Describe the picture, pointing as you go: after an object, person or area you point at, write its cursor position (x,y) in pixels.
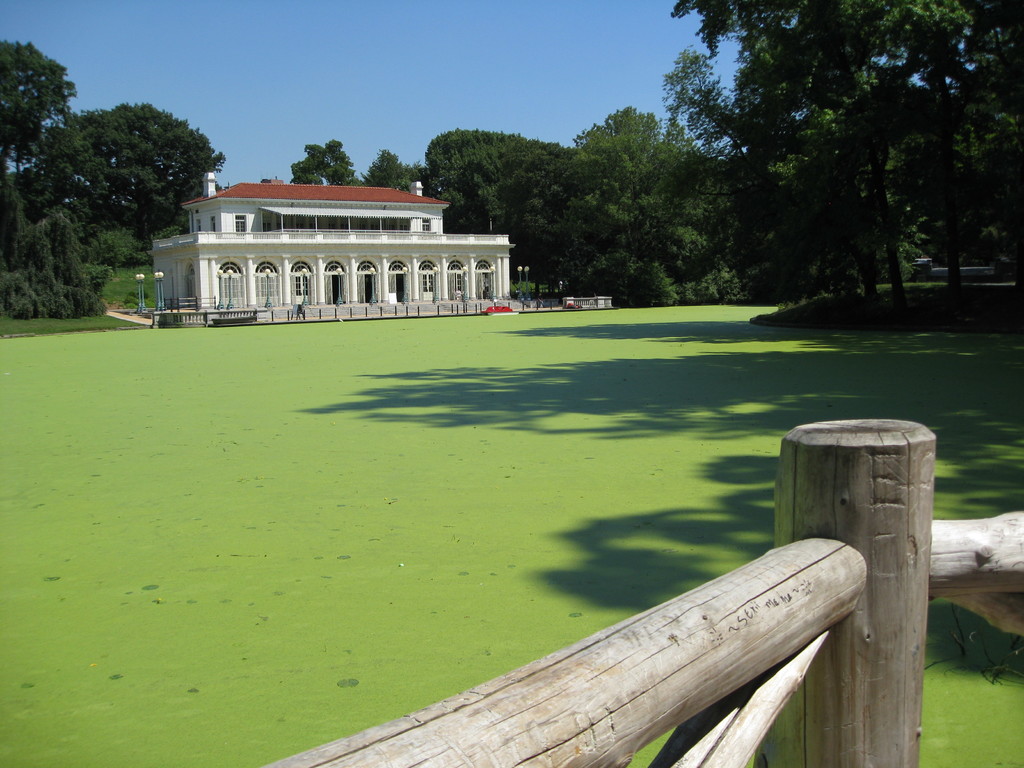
In the picture we can see a water surface (414,490) and railing (894,554) and far away from it, we can see a house (355,301) with many doors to it and around the house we can see the poles (230,300) with lights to it and behind the house (251,301) we can see full of trees (693,236) and sky (296,77).
